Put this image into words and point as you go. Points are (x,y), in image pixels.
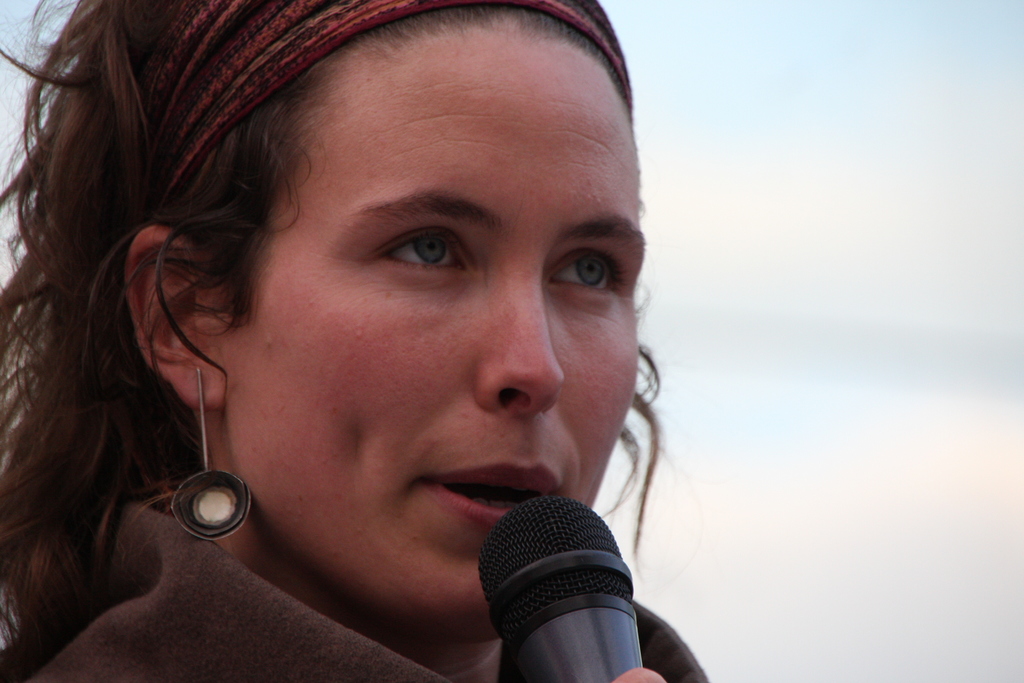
A lady (27,283) who has a beautiful ear rings (216,480) and a hair band (220,71) is talking with a mic (577,617) in her hand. She also has a beautiful blue colored eyes (430,257).
